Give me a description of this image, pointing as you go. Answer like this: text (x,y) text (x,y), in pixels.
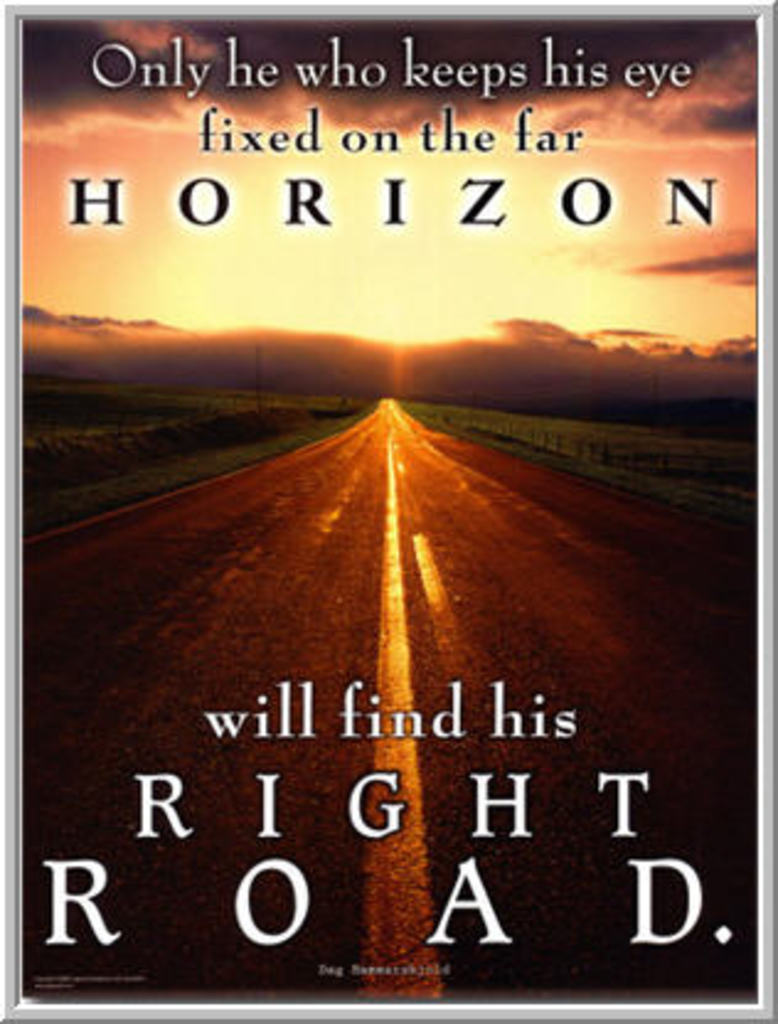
In this picture we can see cover page (354,441) of a book (399,367), in this we can find some text (316,210).
